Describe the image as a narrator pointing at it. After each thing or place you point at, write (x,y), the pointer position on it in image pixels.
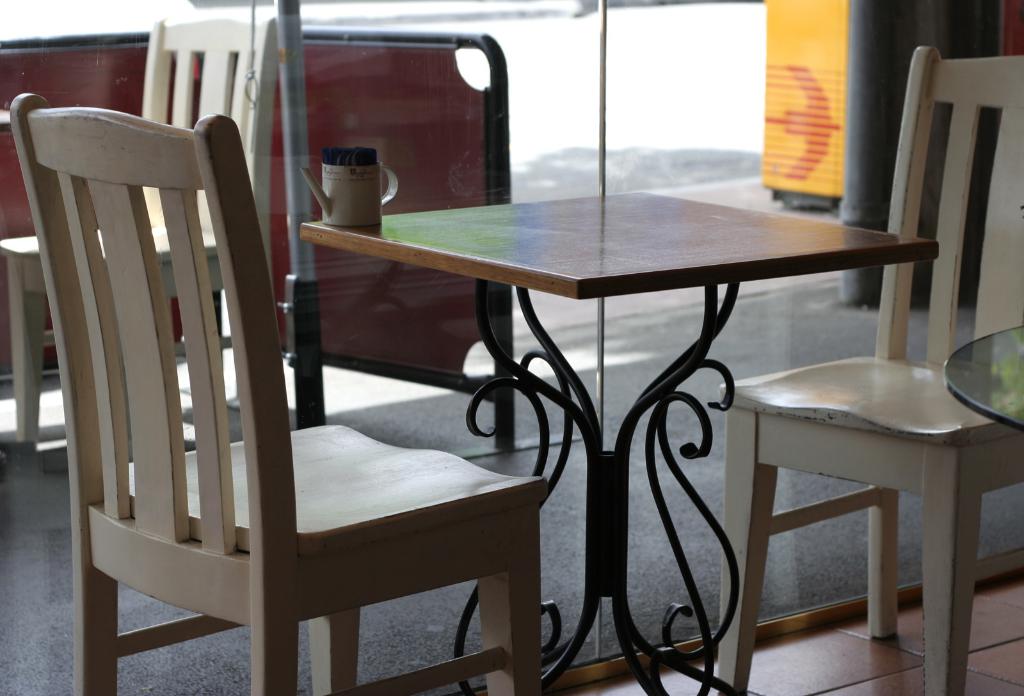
In this picture I can see some chairs (349,594), tables (620,268) on which we can see a jar (359,213), side we can see some chairs (904,417), tables (1021,396) and also we can see a glass door (539,103).
